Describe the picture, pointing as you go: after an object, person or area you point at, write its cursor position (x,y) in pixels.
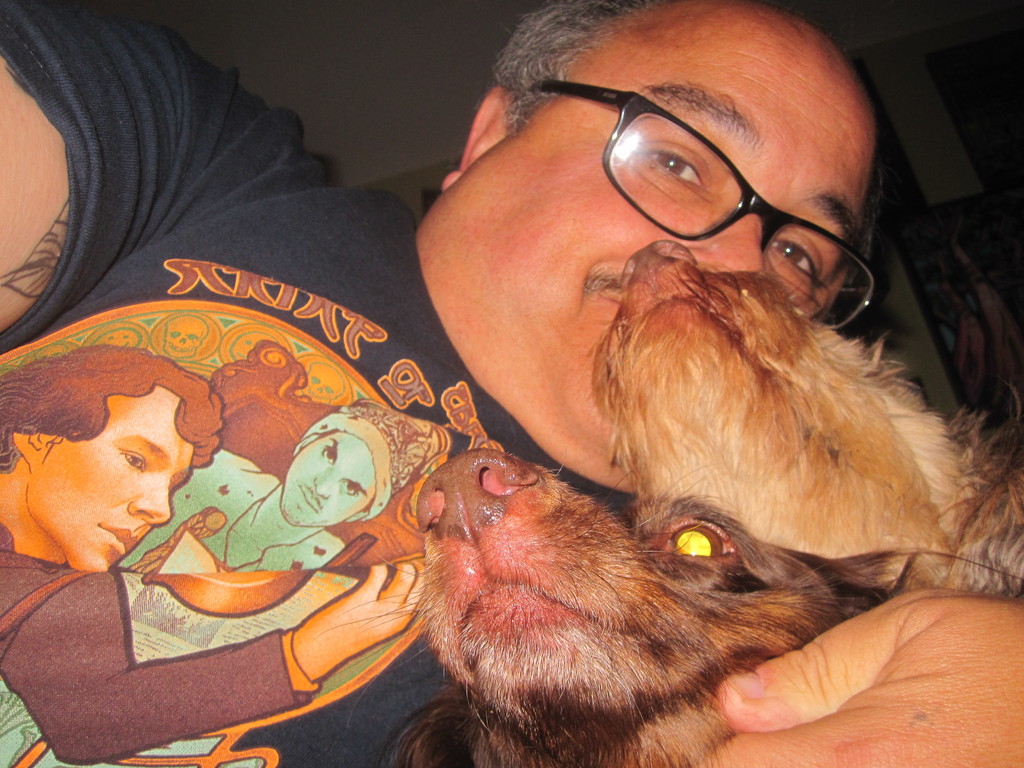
This picture describes about a man (319,346). The man (585,403) holding his pet (748,579).
